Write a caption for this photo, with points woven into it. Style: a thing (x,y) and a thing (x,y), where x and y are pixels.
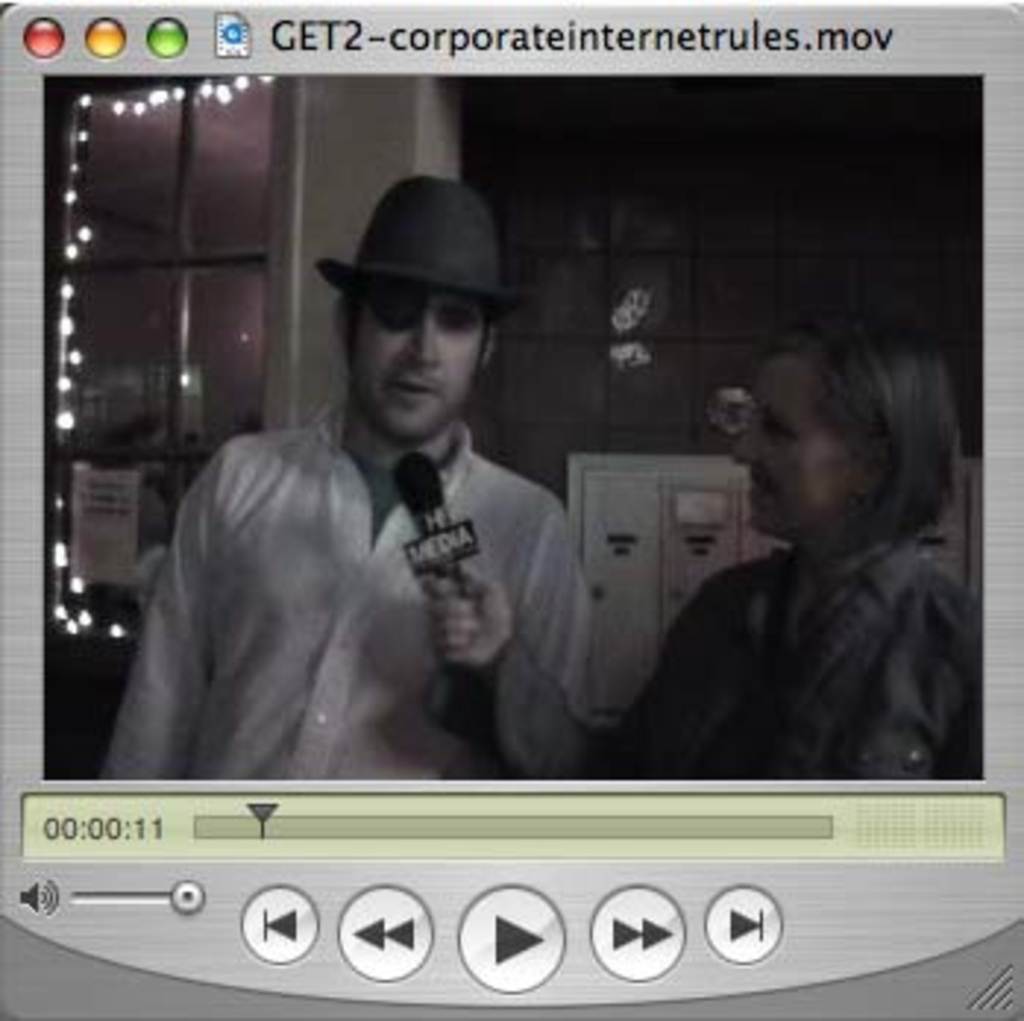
This picture looks like editing image. There is a man (434,214) who is wearing a hat (410,234) and shirt (324,696). Beside him we can see a woman (913,727) who is the wearing jacket (920,714) and holding a mic (420,531). In the back (737,255) we can see window (184,312), drawer (694,464) and wall (617,297). Here we can see light (265,77). Through the window (116,434) we can see many buildings (138,401).
